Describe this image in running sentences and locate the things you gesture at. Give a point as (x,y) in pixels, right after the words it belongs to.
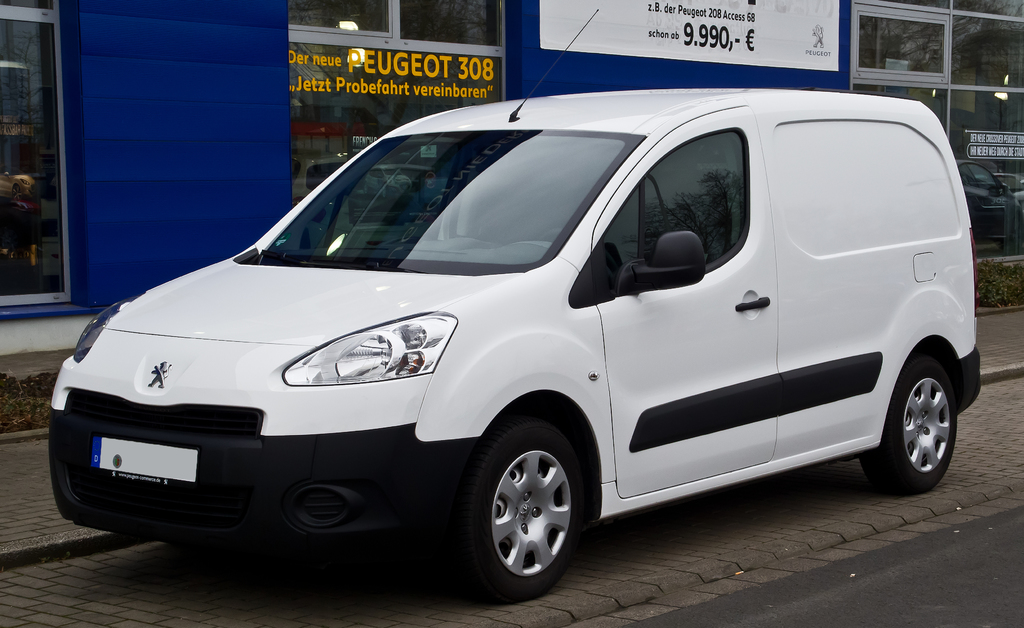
This picture consists of white color van (350,214) in the middle (532,255) and in the background (942,18) I can see the window (427,45) and text (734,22) is visible on window (871,42).
